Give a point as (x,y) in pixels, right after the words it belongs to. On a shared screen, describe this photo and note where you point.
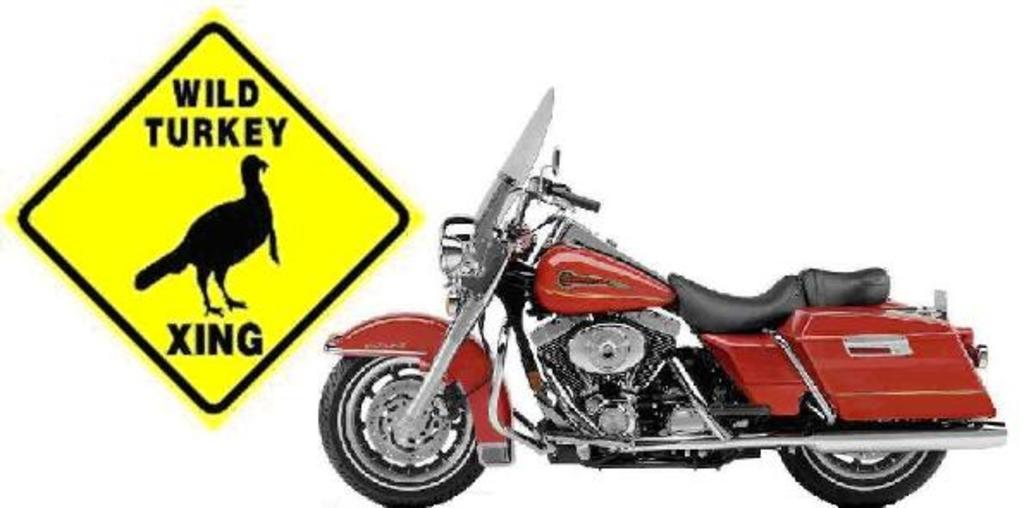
In this image there is one bike (468,323) and on the left side (209,192) there is one board (209,292) on the board (246,226) there is text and a bird (249,245).
